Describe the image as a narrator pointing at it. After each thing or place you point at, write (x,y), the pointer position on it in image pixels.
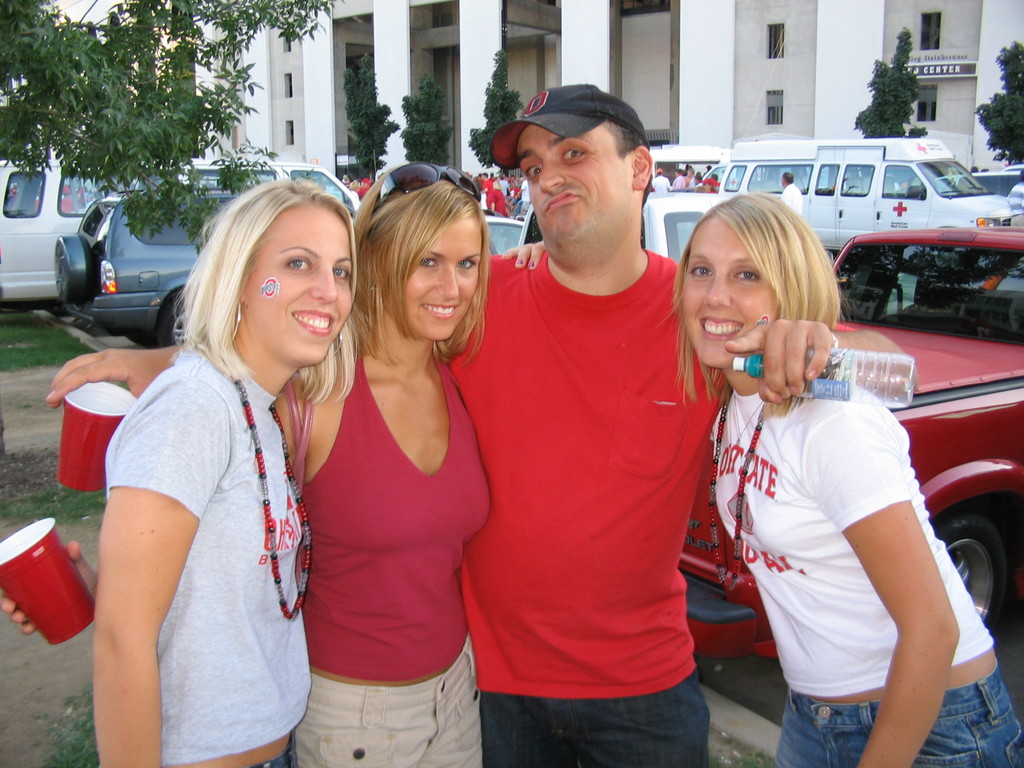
In this image we can see a group of people (484,536) standing on the ground (76,657) holding a bottle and glasses (71,581). On the backside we can see some cars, vehicles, grass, trees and a building (705,116) with windows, pillars (691,116) and a name board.
